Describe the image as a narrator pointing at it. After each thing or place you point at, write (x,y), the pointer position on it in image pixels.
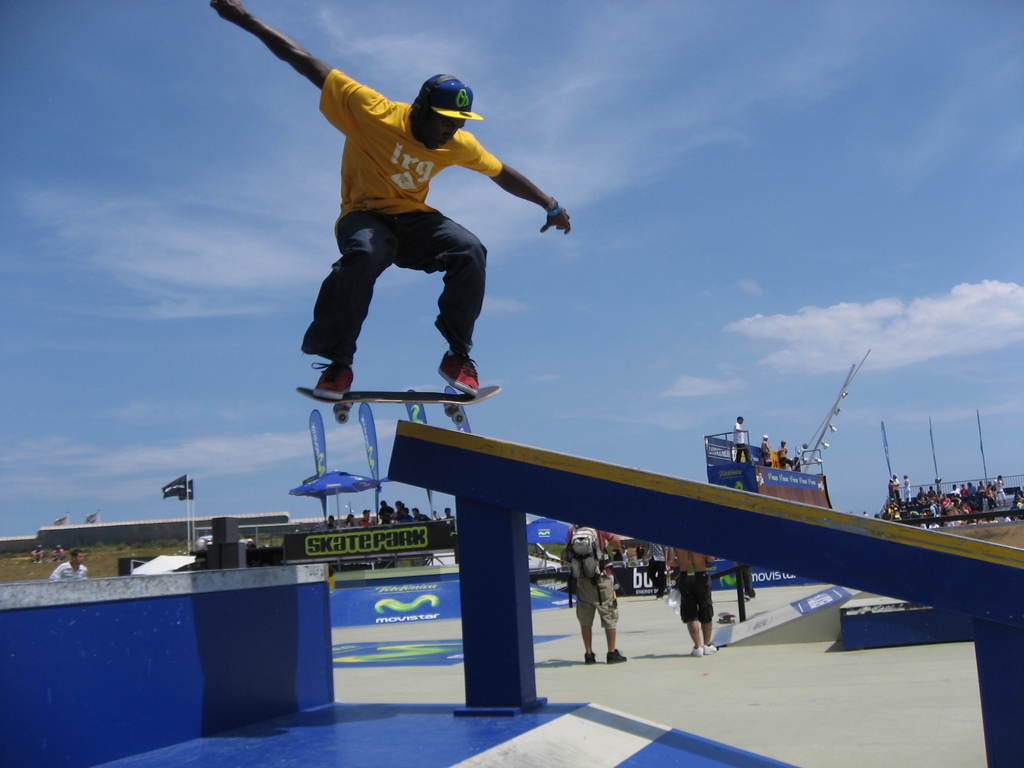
In this picture we can see a man (343,230) standing on a skateboard (389,399) and he is in the air. In the background (970,488) we can see a group of people (328,523), two people (586,545) are standing on the floor (435,667), banners (336,531), poles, flags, some objects (87,668) and the sky (631,308).
